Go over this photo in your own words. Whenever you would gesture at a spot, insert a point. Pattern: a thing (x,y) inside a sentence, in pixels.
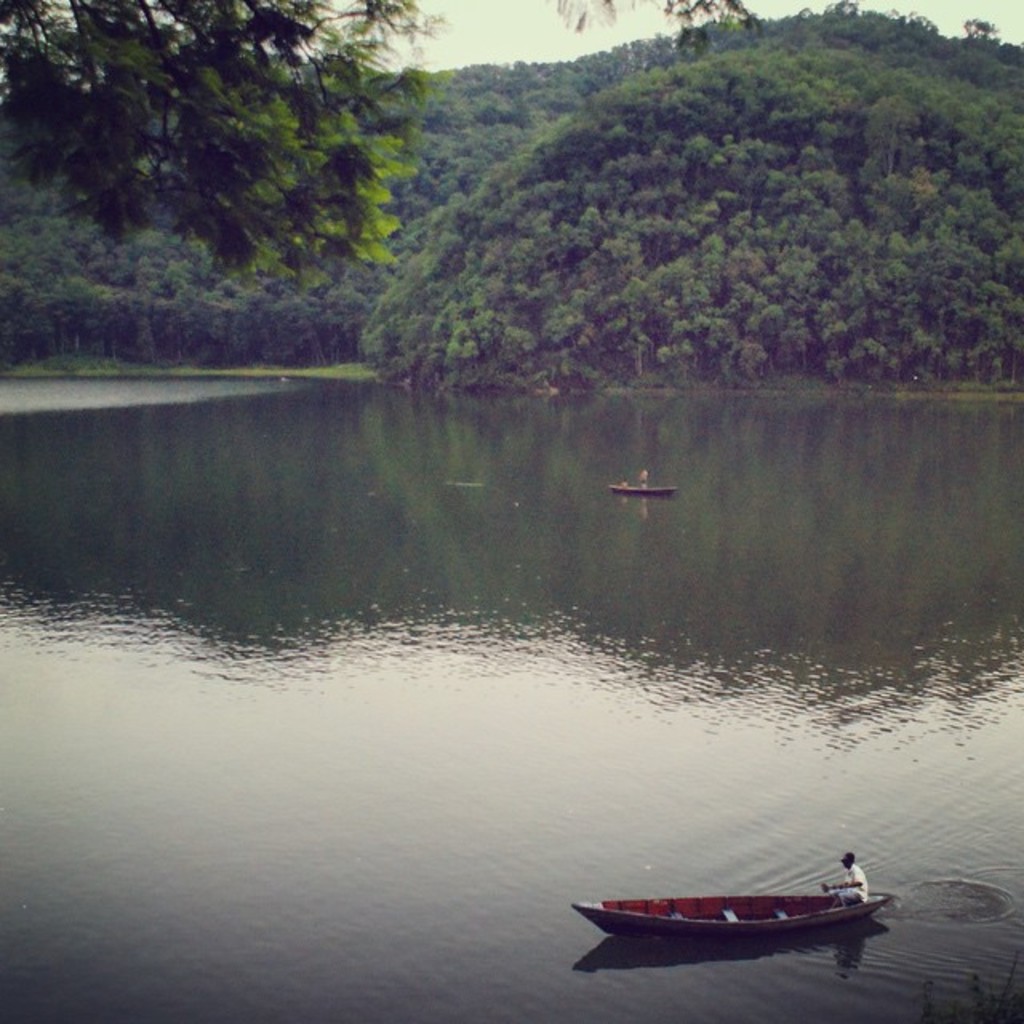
In this picture I can observe a river (363,473). There are two boats (653,923) floating on the water (474,469). In the background (710,180) there are trees (490,129) and sky (496,49).
